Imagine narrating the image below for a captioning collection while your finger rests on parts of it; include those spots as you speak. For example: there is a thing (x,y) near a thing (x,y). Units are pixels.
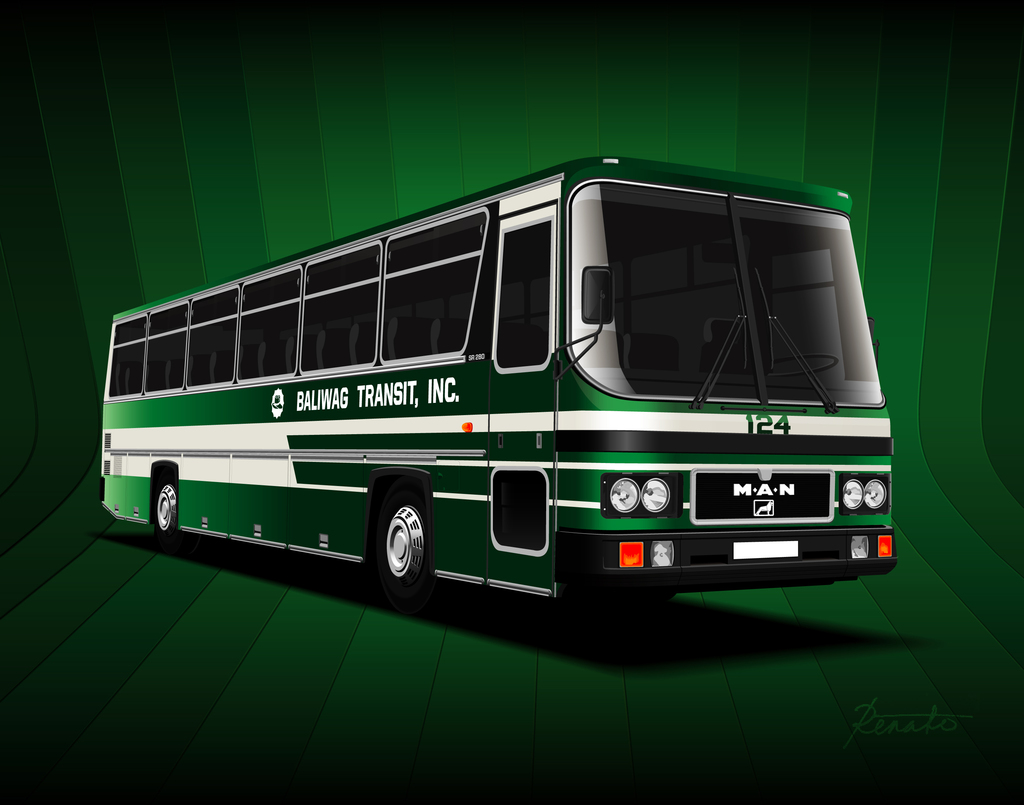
This is a graphical image of a bus (539,424) and I can see green color background (302,194) and a watermark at the bottom right corner of the picture (887,715).
